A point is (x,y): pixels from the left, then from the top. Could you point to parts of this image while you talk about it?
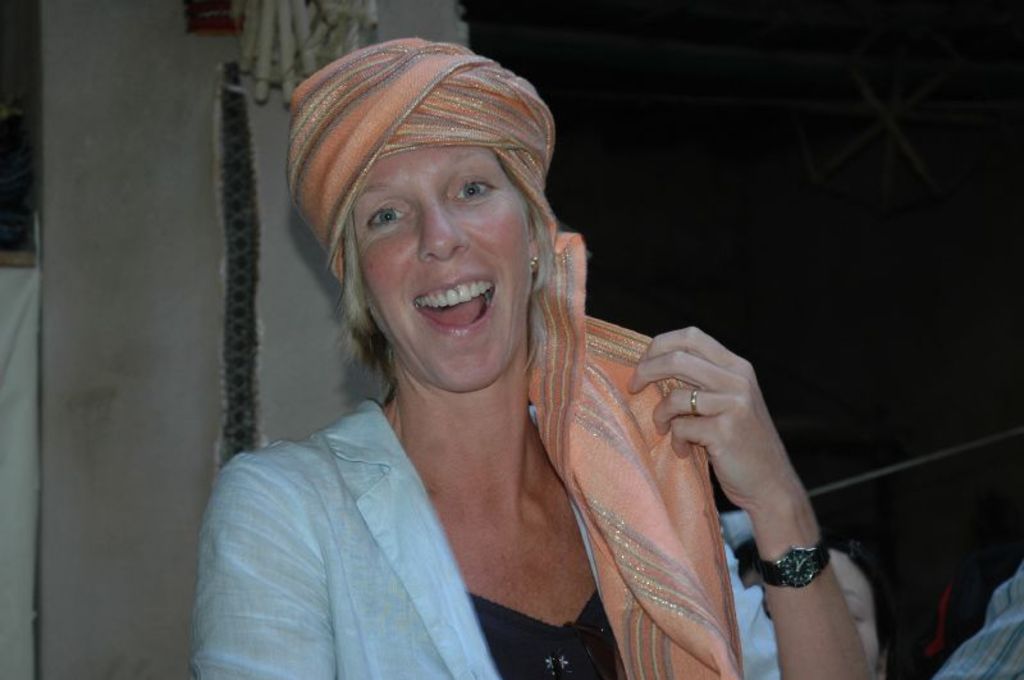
In this image we can see a lady (590,448). In the background of the image (225,172) there is a wall (203,229) and other objects (908,152).
